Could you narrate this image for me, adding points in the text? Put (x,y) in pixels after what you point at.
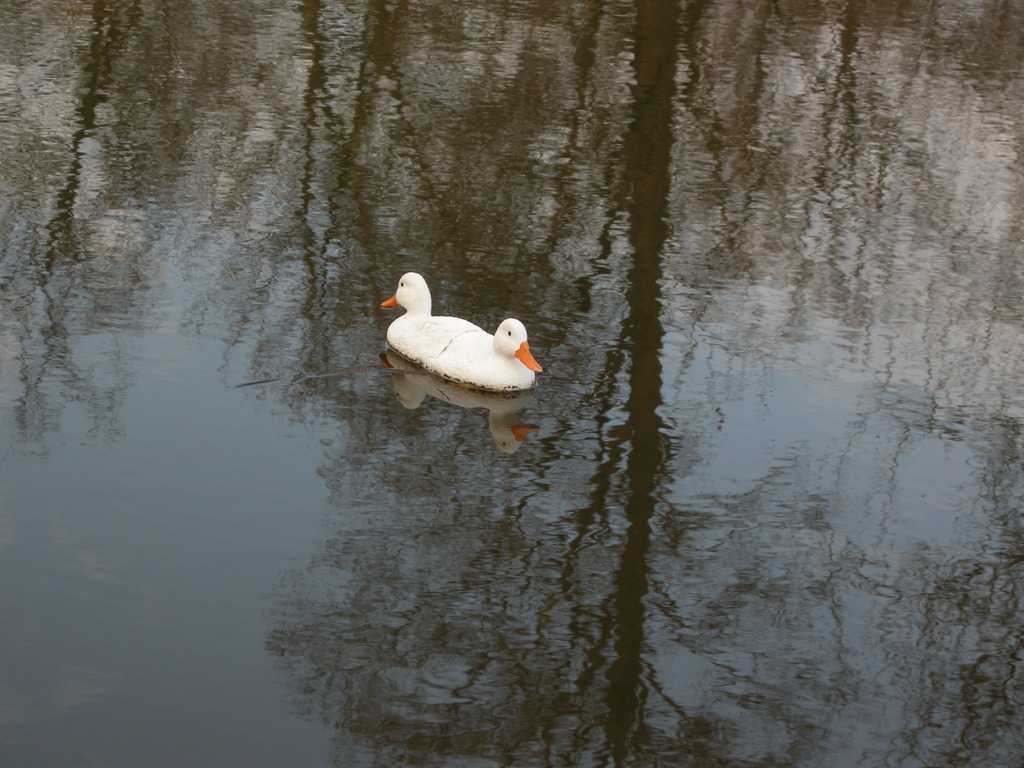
As we can see in the image there are white color ducks (433,317), water (409,437) and trees reflection (376,141).
